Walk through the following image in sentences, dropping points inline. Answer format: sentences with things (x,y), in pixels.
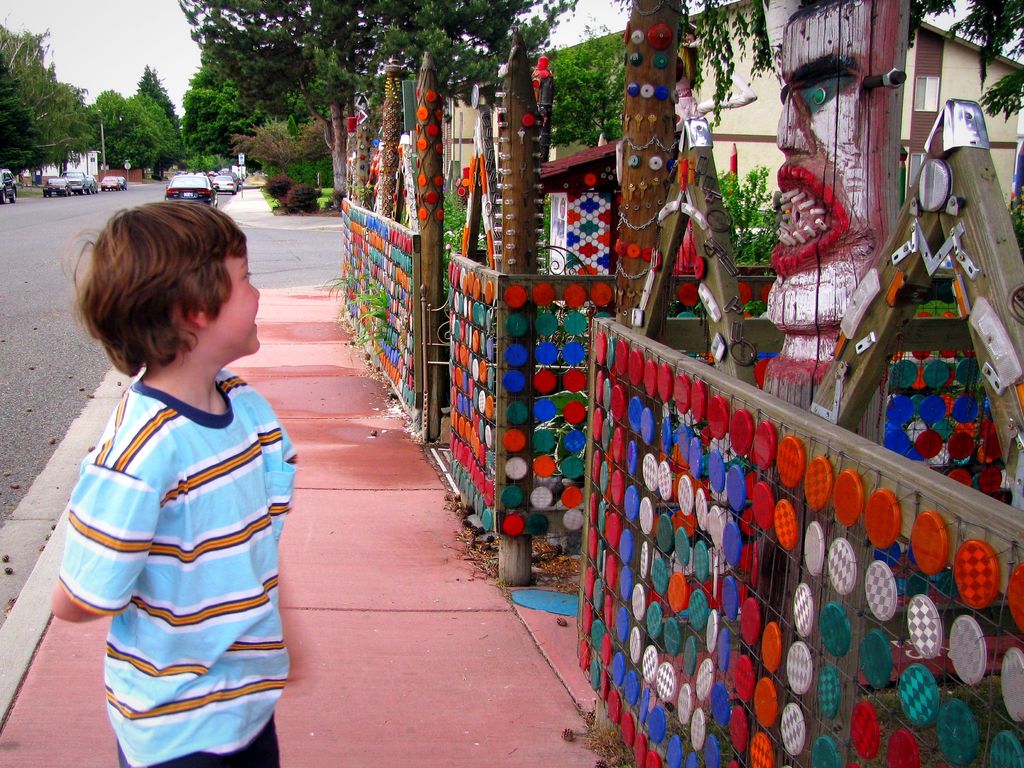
On the right side of the image (758,256) there are buildings (747,168) and trees (431,162) with some decoration (359,220) on it, in front of the trees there is a boy (187,485) standing on the pavement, behind the boy (170,325) there are few vehicles (168,189) on the road (115,202). In the background (176,125) there are trees (261,63) and the sky (161,27).
